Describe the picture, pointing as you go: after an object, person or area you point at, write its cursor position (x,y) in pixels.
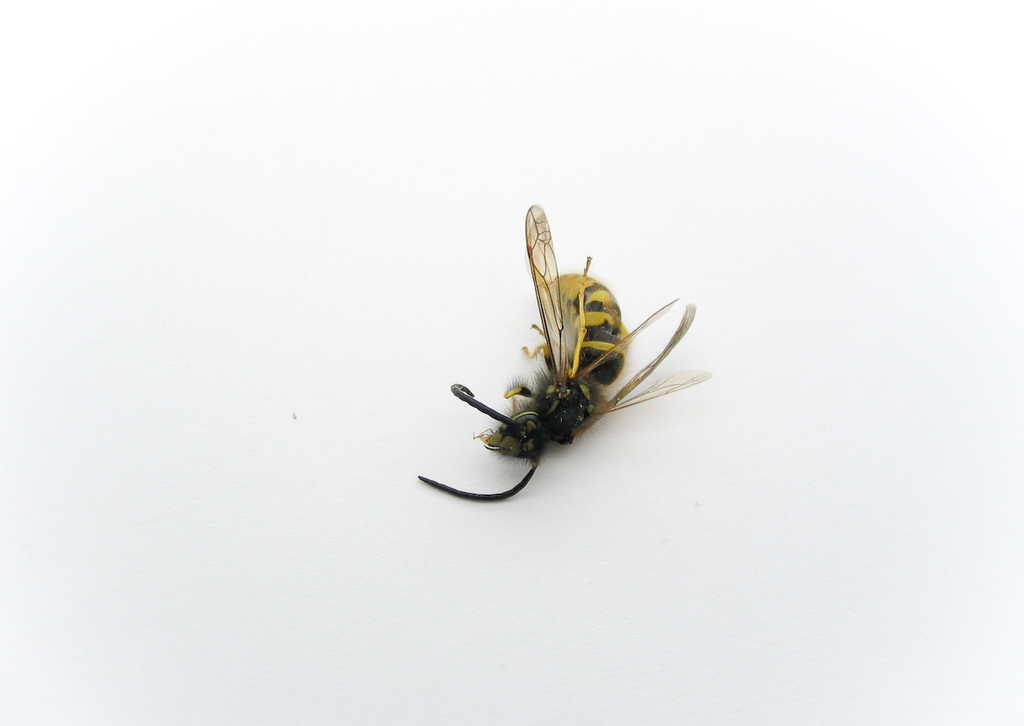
This is the picture of a bee (485,404) which is on the white background.
